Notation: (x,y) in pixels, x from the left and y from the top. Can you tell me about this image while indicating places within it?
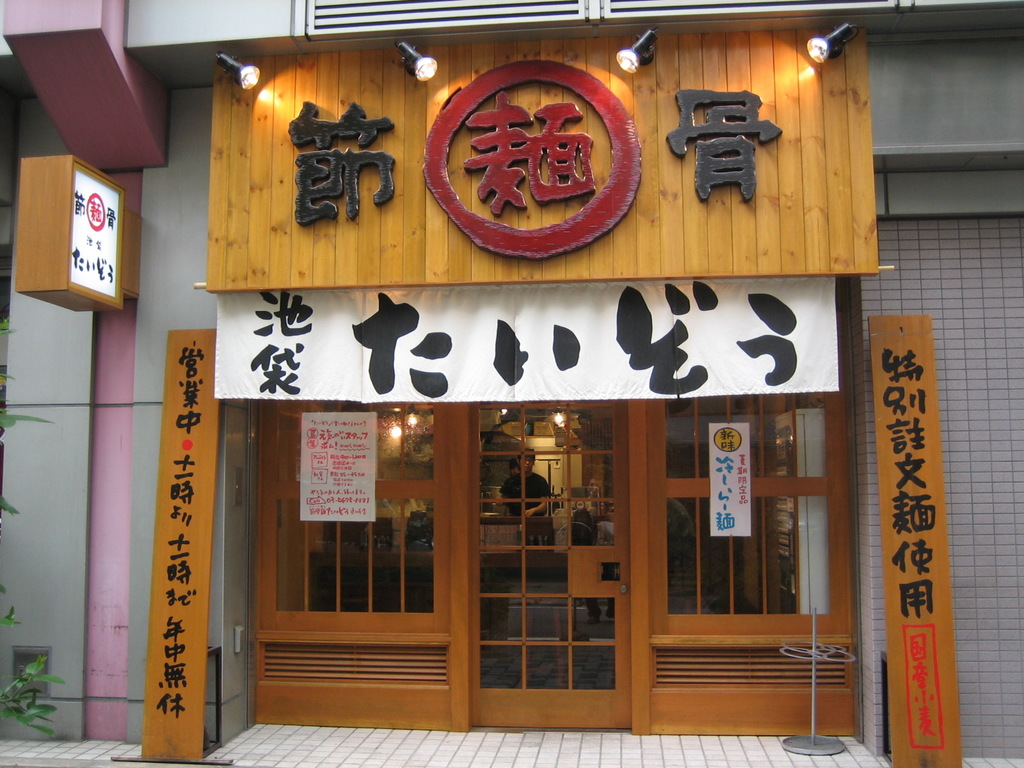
In this image we can see a building (49,116), glass doors (486,486), boards (352,503) on the doors (447,489), boards (421,96) on the wall (12,560), lights (429,71), an object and on the left side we can see a plant (48,678). Through the glass doors (480,497) we can see lights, few persons (544,488) and objects (420,501).
